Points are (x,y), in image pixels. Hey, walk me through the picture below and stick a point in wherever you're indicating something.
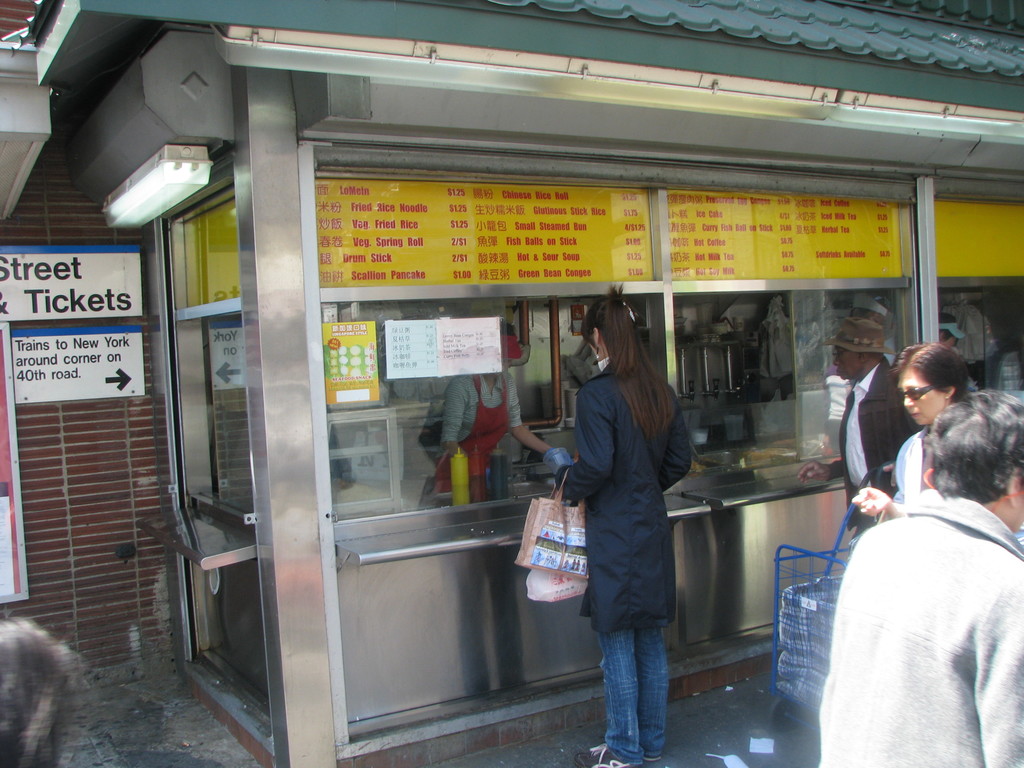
In this image I can see number of people (980,526) are standing. In the background (606,260) I can see a building (999,188), number of boards (492,226) and on these boards (86,372) I can see something is written. On the top left side of this image (182,146) I can see a light (210,158) and on the bottom right side (822,649) I can see a blue colour trolley (827,665). In the centre of this image (643,425) I can see a woman (582,447) is carrying two bags (532,554).
